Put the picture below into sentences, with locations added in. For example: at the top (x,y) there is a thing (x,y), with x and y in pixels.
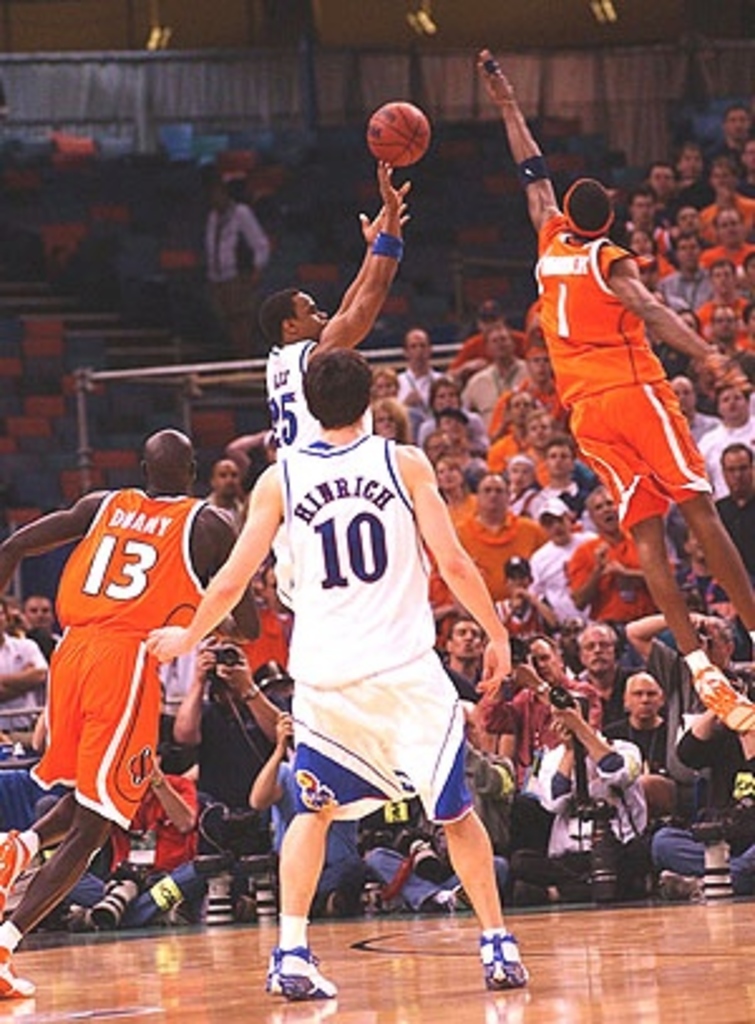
In this picture I can observe four members (317,413) playing basketball in the middle of the picture (309,484). In the background (515,564) I can observe audience (515,564). I can observe empty chairs (187,235) in the background (374,180).
